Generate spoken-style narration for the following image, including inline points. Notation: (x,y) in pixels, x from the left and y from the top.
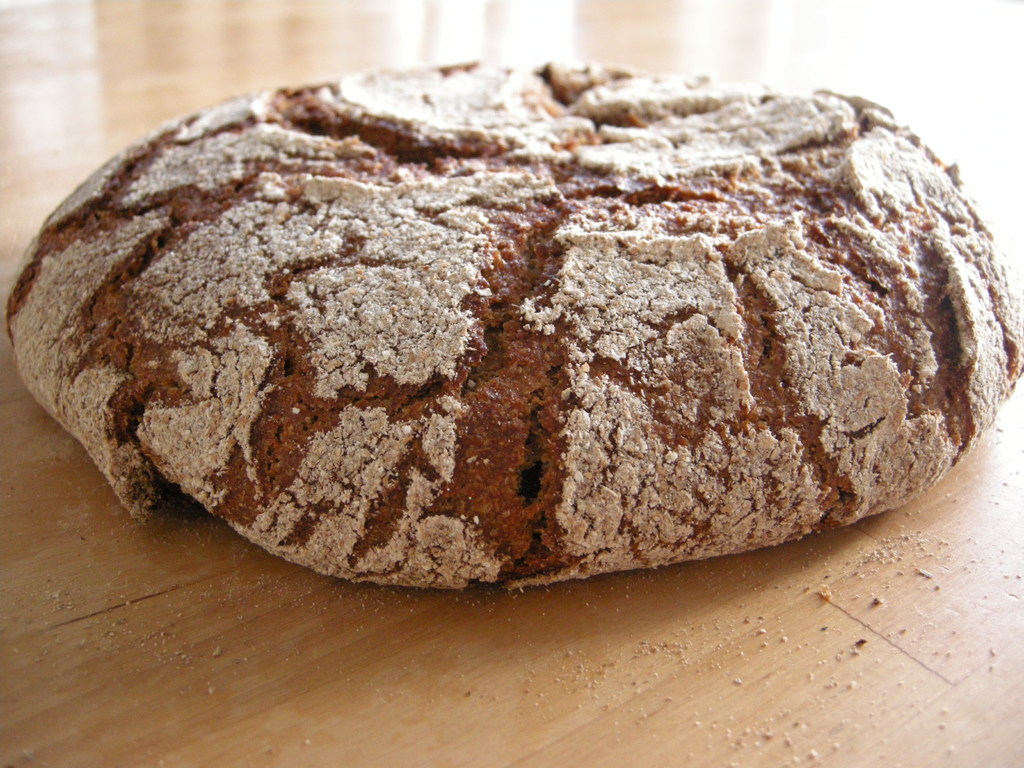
In this image, we can see an object (619,119) placed on a table (510,606).
